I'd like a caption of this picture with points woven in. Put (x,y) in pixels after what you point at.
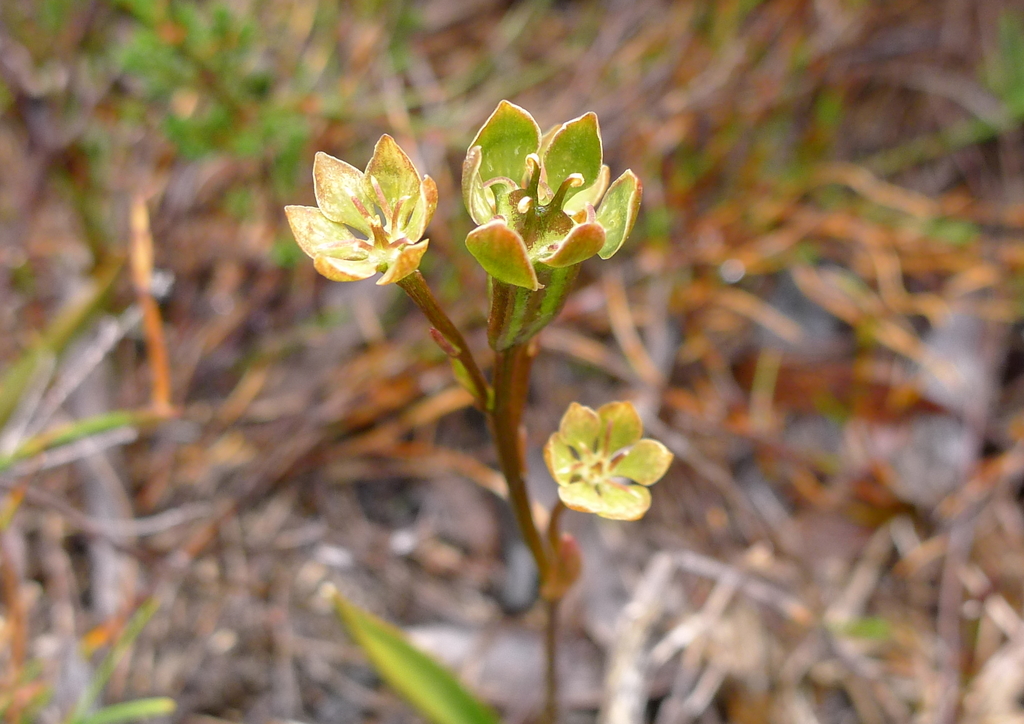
This image is taken outdoors. In the background (718,279) there are a few plants (769,139). In the middle of the image (496,385) there is a plant (530,509) with three flowers (576,263).
